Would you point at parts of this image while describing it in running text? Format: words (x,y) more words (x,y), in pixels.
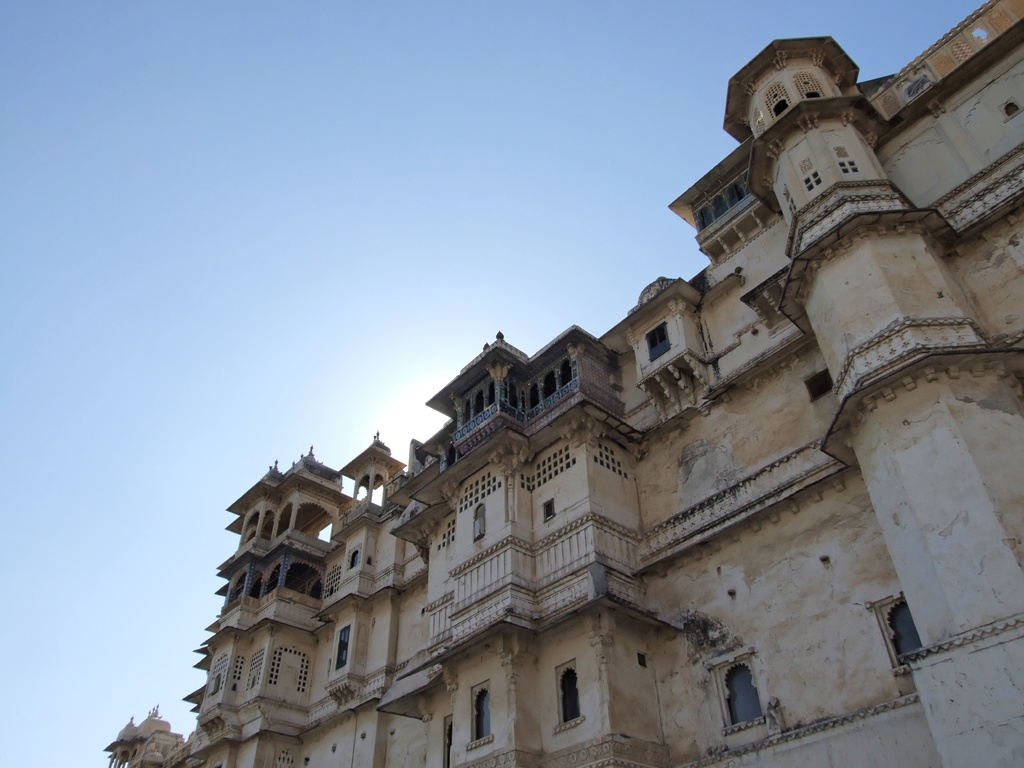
In this picture we can see the sky (175,314). This picture is mainly highlighted with a building (815,695). We can see the windows (894,632).
